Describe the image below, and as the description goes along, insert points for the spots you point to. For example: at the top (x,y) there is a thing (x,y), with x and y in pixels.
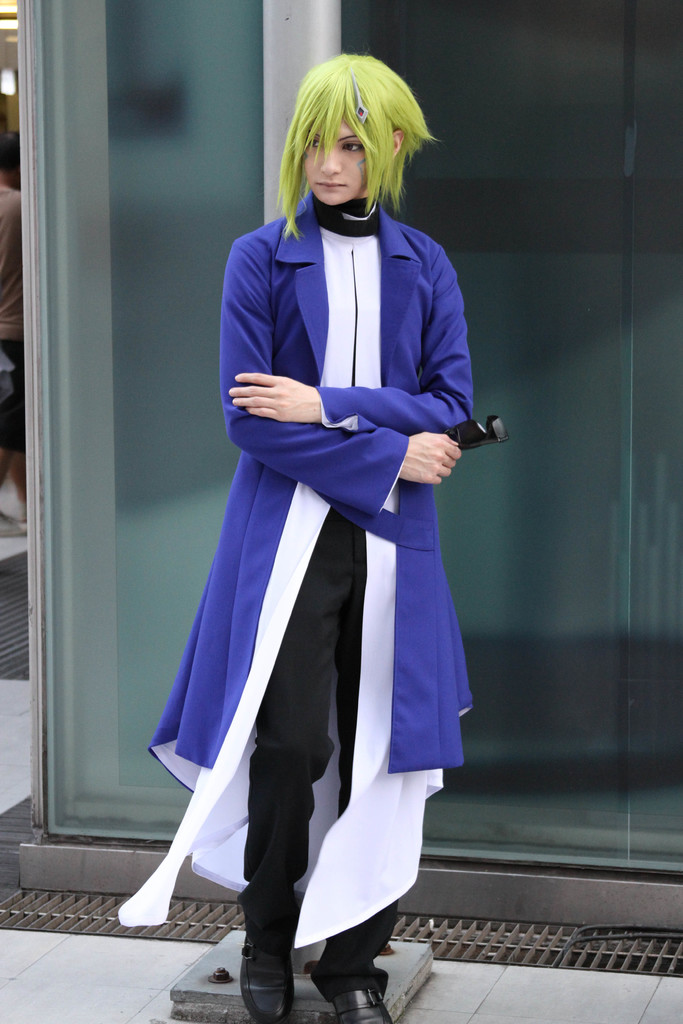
Here we can see a person (336,712) standing on the floor (25,989) and there is a pole (274,195).
